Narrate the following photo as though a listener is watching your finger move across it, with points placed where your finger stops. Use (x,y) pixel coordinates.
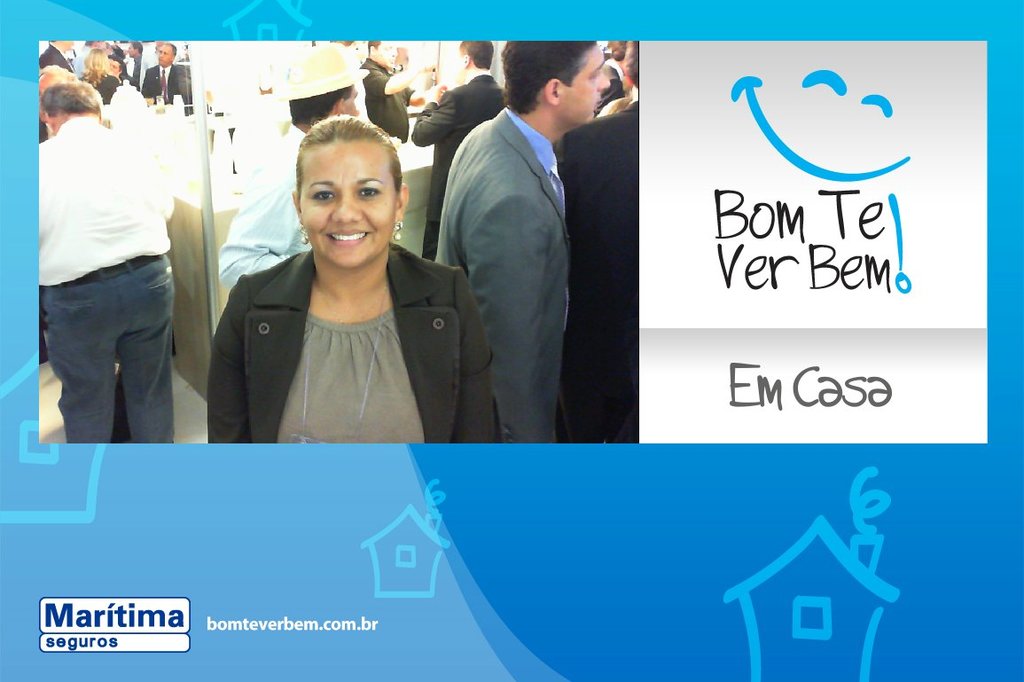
In this image I can see the group of people (287,343) with different color dresses (262,177). I can see one person (273,142) with the hat (307,88). To the side I can see the text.
